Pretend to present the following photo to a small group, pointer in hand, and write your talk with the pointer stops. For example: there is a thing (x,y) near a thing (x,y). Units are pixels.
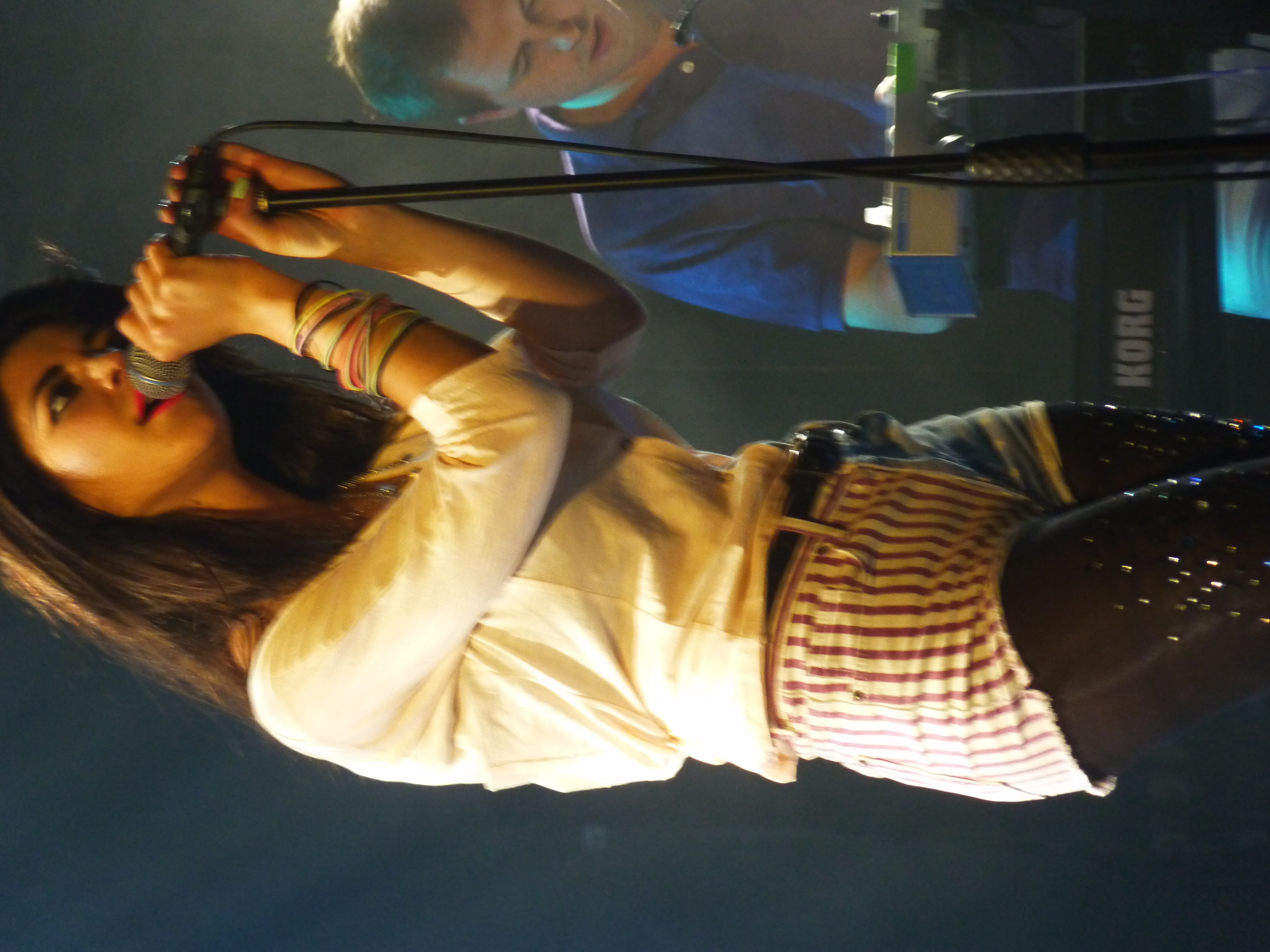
In this picture we can see a woman (321,321) holding a microphone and singing. There is a person (691,267) and an electronic device (1205,206) in the top right (1127,48).
